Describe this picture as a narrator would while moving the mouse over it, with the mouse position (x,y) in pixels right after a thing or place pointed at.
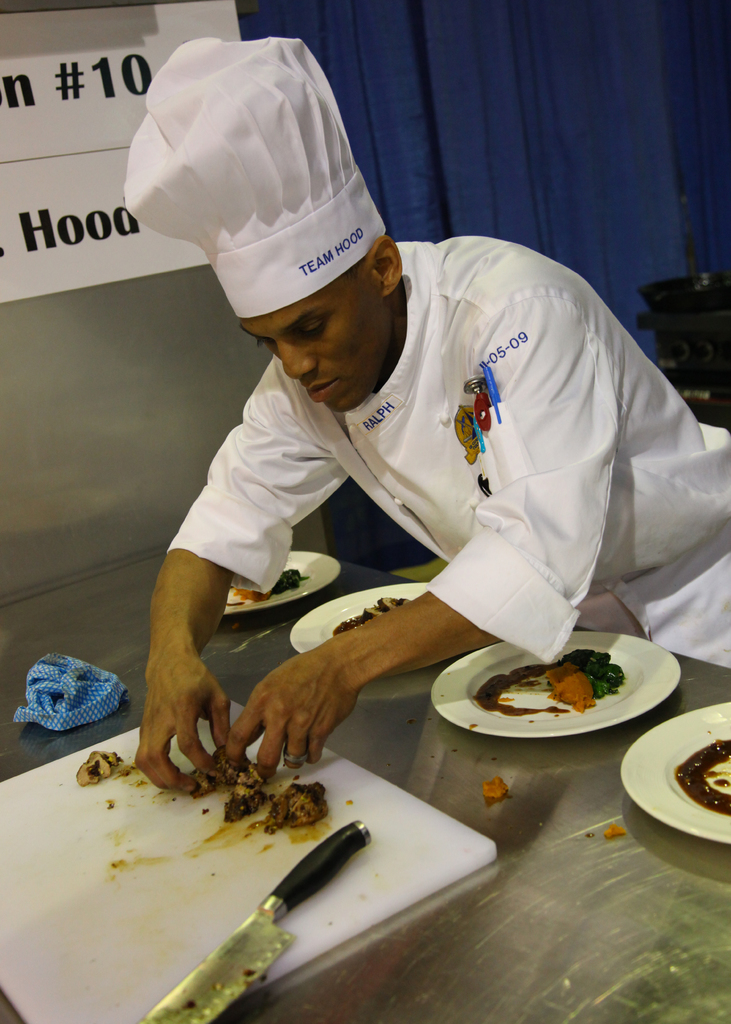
In this picture there is a man (565,569) standing and holding the food (280,808). There is food (305,817) on the chopping (280,871) board and there is a knife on the chopping board (396,834). There is food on the plates (476,661) and there are plates (517,698) on the table (649,968). At the back (577,232) there is a stove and there is a blue curtain (547,225). There is a board (134,262) on the wall (34,345) and there is a text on the board (3,148).
